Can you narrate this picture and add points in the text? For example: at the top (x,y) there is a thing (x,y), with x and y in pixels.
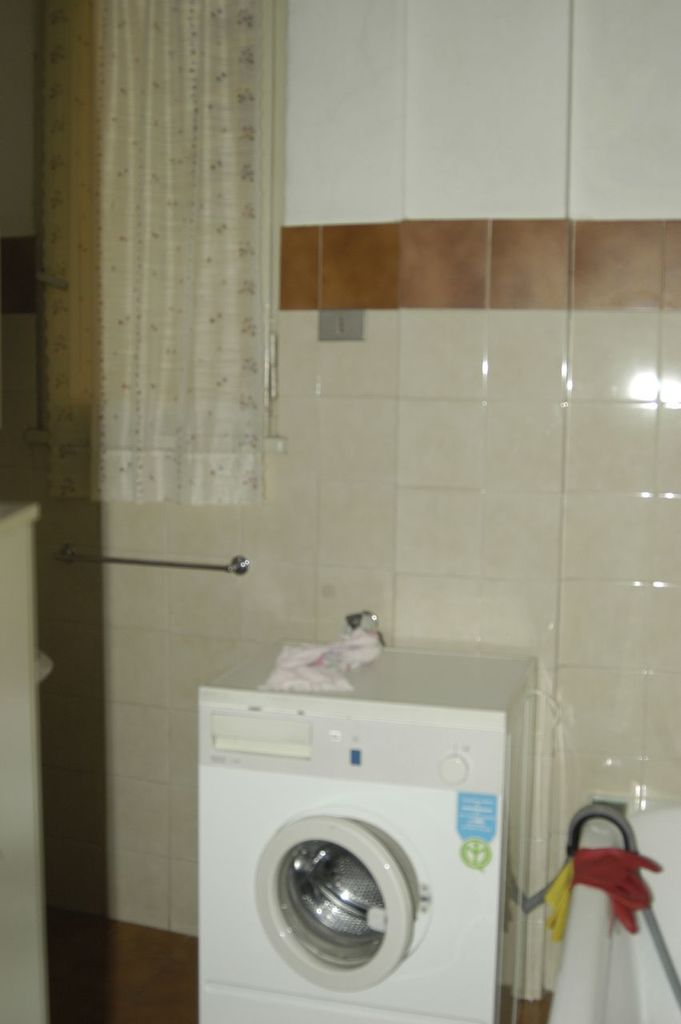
In this image in the middle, there is a washing machine (390,798). On the right (613,938) there is a bathtub (620,933). In the background (530,582) there is a curtain (213,264), tiles (290,402) and wall (416,146).
